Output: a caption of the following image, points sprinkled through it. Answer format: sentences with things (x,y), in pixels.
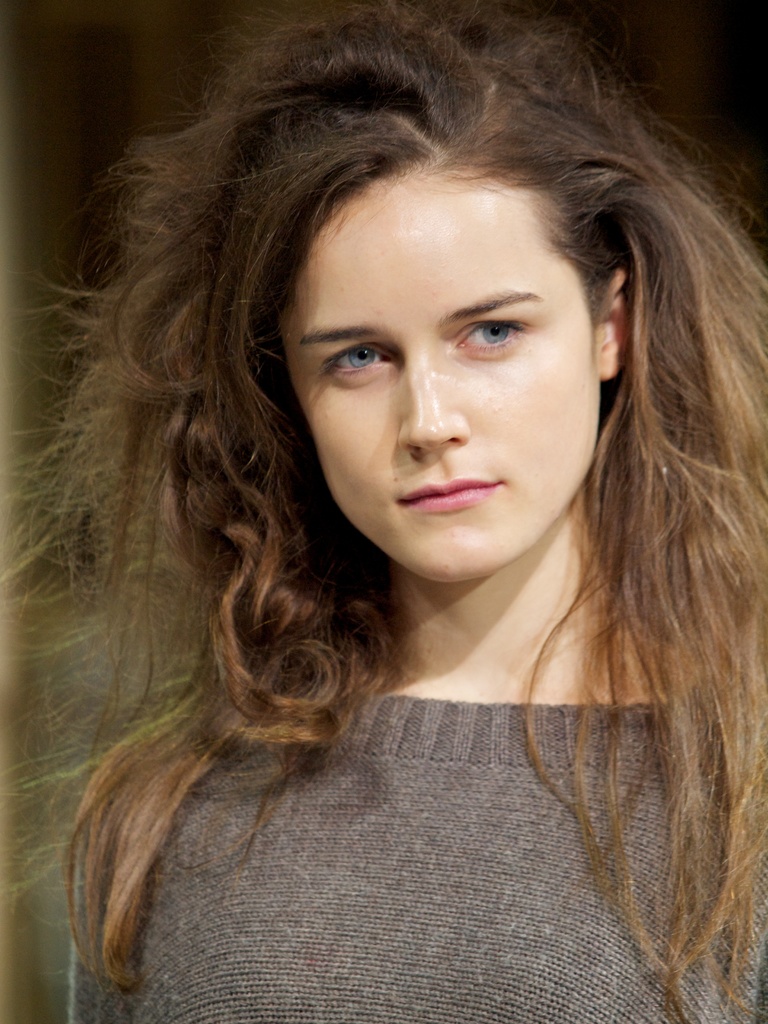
In this image I can see a woman (428,846) wearing a sweater (261,871) and looking at the camera. The background (96,61) is blurred.
